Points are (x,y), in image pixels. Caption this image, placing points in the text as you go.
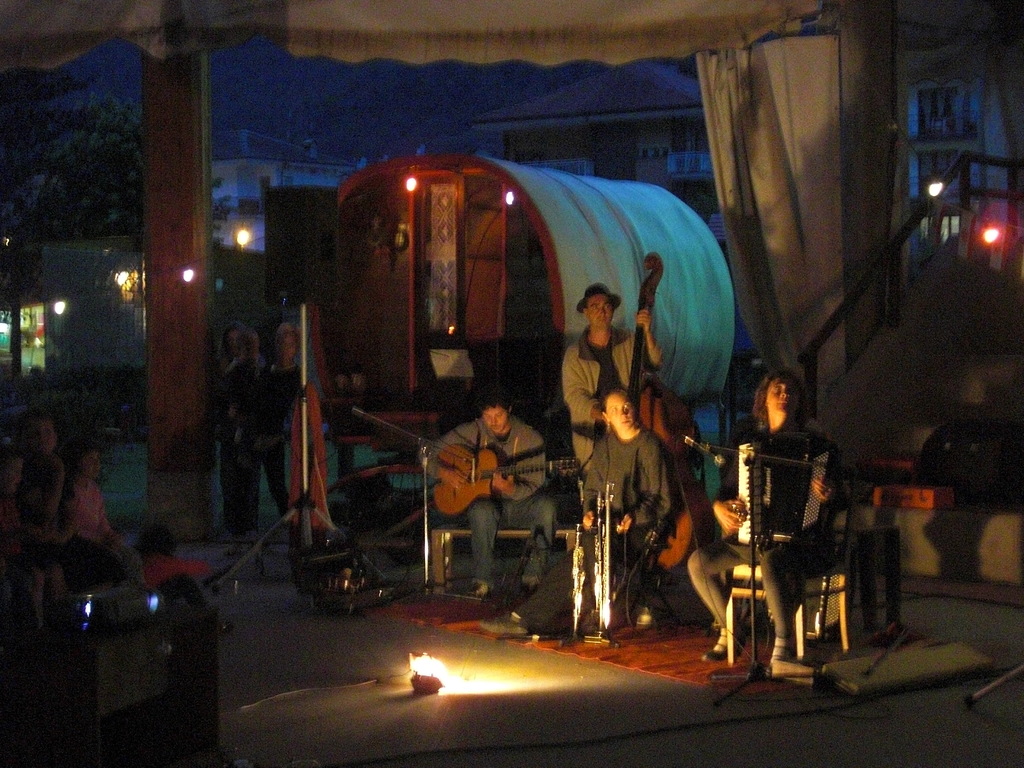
In this image I can see people (575,369) among them some are sitting and some are standing. Here I can see musical instruments (672,556), lights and some other objects (443,532) on the ground (401,661).
